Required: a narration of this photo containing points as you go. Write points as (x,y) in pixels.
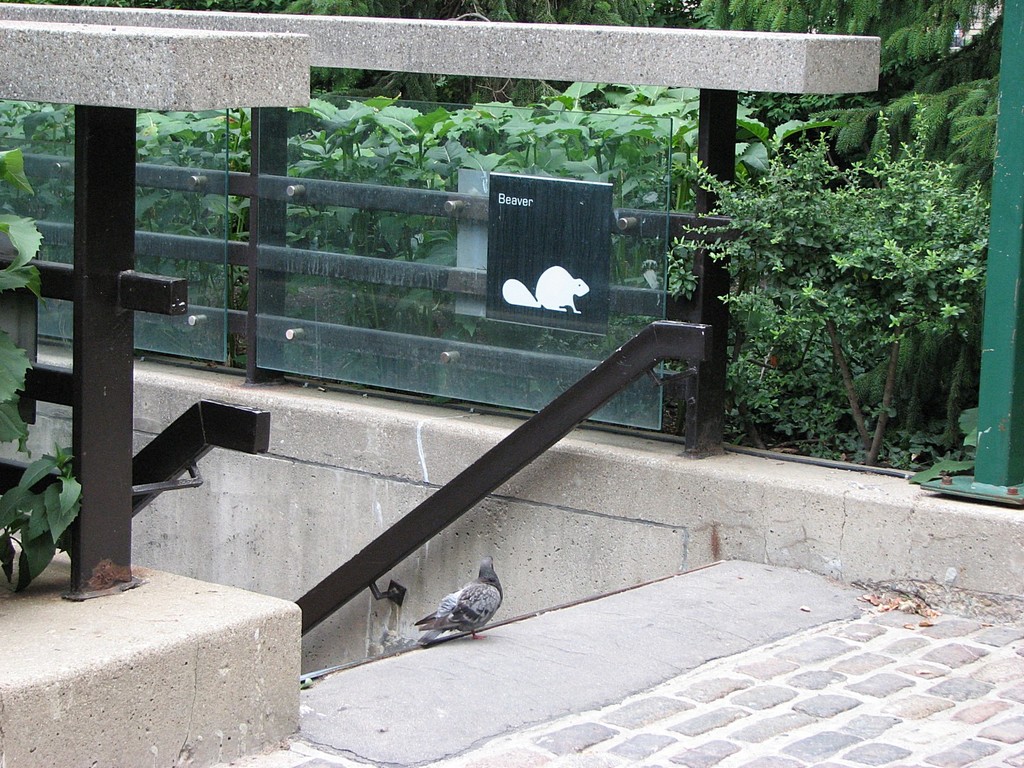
In this image at the bottom (438,622) there is one pigeon (469,593) on a walkway (560,620), and there is a railing (270,262) and some plants (944,327) and a wall (530,529).
